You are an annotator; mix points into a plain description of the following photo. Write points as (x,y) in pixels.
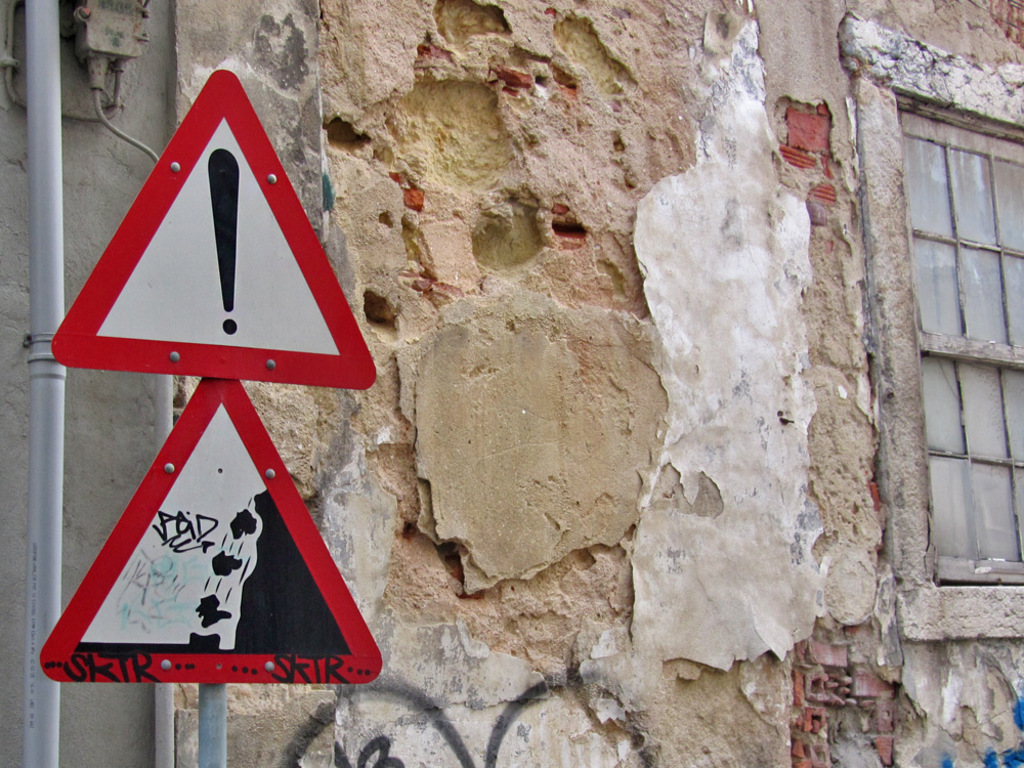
In this picture I can see a pole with sign boards (246,514) attached to it, there is a pipe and an object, there is a wall (734,294) and a window (974,274).
